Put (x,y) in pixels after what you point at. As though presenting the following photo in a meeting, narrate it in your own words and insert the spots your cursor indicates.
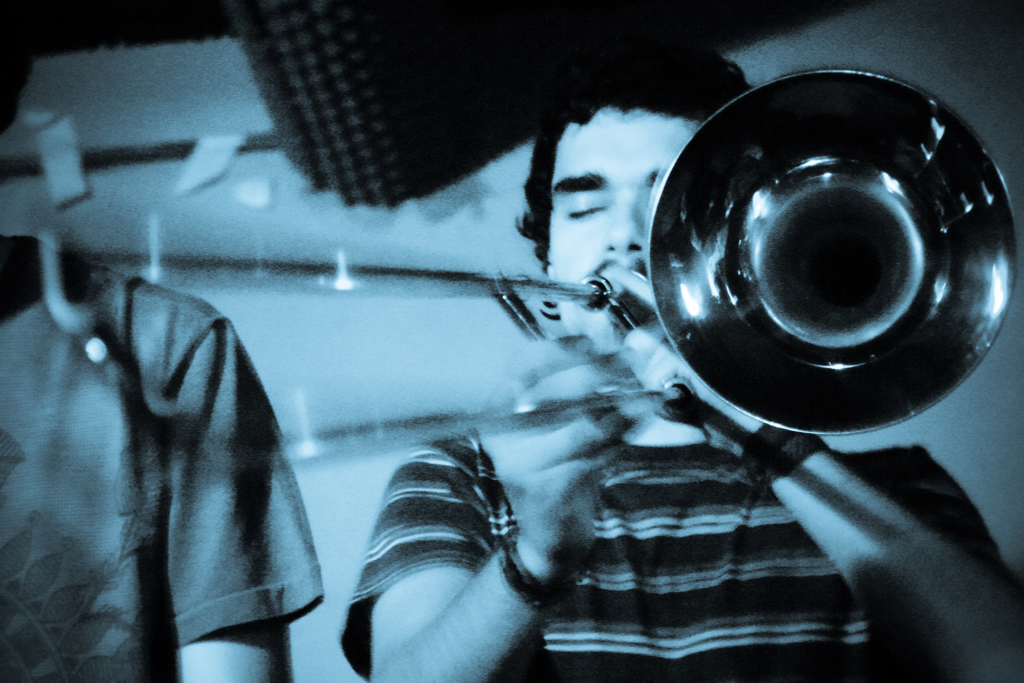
There is a man (508,631) playing musical instrument (872,171), beside this man (380,514) we can see another person (31,326). In the background (425,367) it is white and it is blurry.
